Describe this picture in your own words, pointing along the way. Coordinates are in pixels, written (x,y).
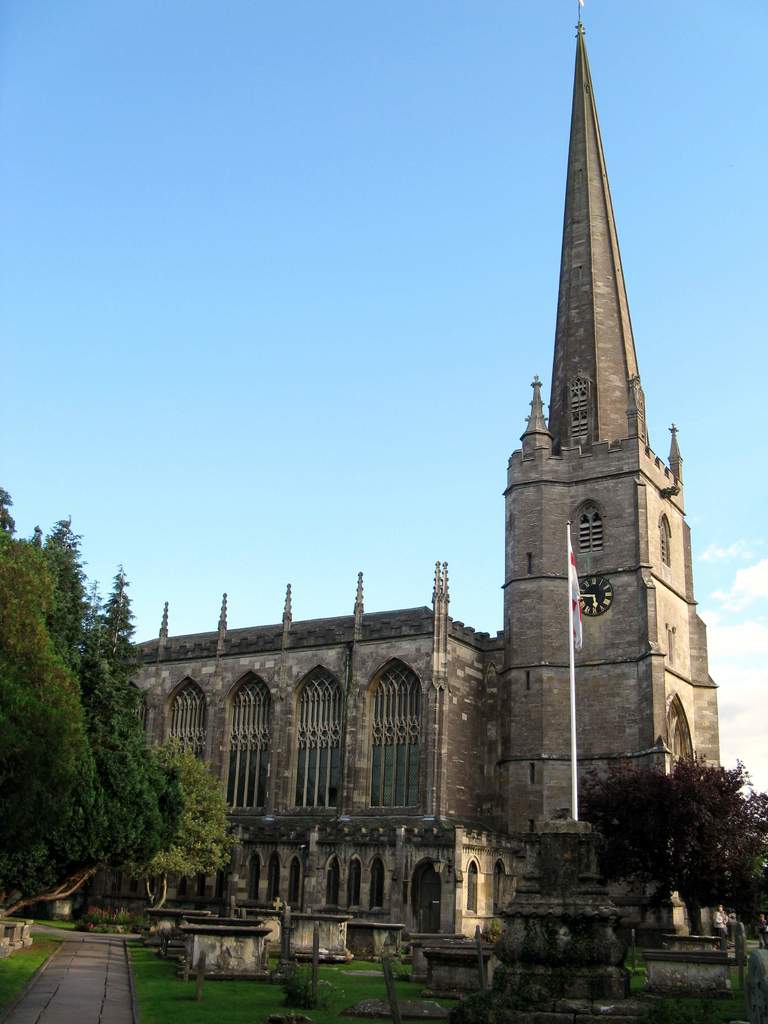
In the foreground of this image (272,971), there is a path (99,941), grass (214,987) and, few poles (382,966), trees (635,827) and a flag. In the middle (374,679), there is a building (409,669). In the background (490,171), there is the sky (729,598) and the cloud (729,598).
